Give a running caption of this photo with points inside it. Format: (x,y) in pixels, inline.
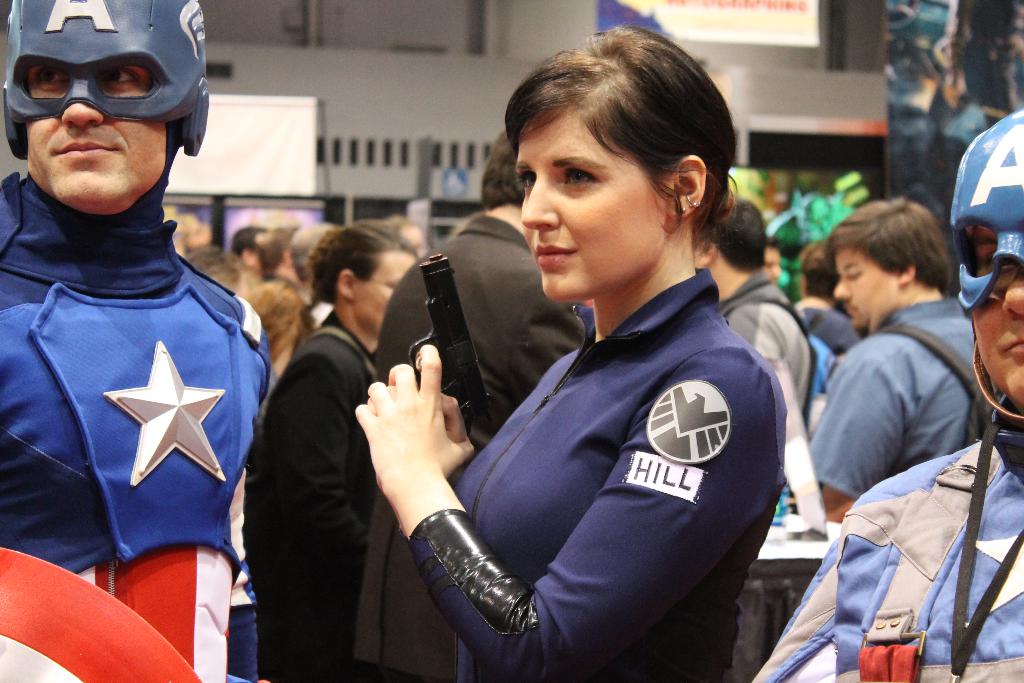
In this image I can see a woman (579,447) wearing blue colored dress (573,494) and two persons (134,468) wearing blue colored costumes (143,430) are standing. I can see the woman (563,414) is holding a gun (452,292) in her hand (446,400). In the background (476,318) I can see few persons (469,301) standing, the wall (414,104), few banners (689,33) and few other objects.
